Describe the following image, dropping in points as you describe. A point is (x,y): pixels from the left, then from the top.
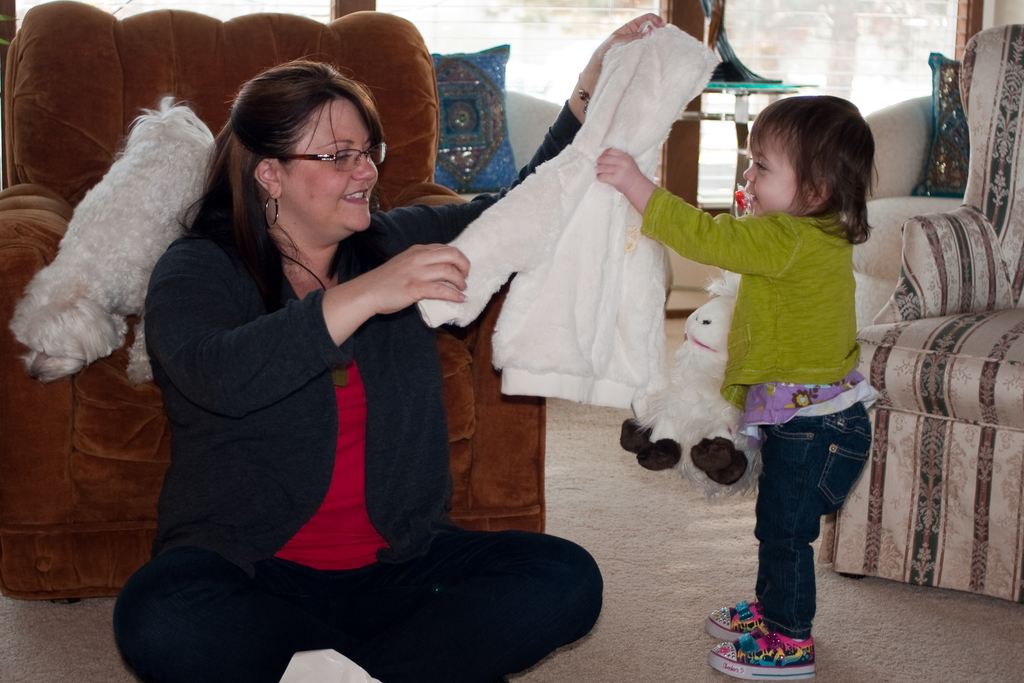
Woman (357,268) is sitting on the floor (570,498) and holding a coat (536,343) a baby (803,310) is standing, holding a sweater (594,282) behind them there is a sofa (29,278) and a dog (77,242) is lying on it. Right side of an image (815,54) there is a window (869,45).
